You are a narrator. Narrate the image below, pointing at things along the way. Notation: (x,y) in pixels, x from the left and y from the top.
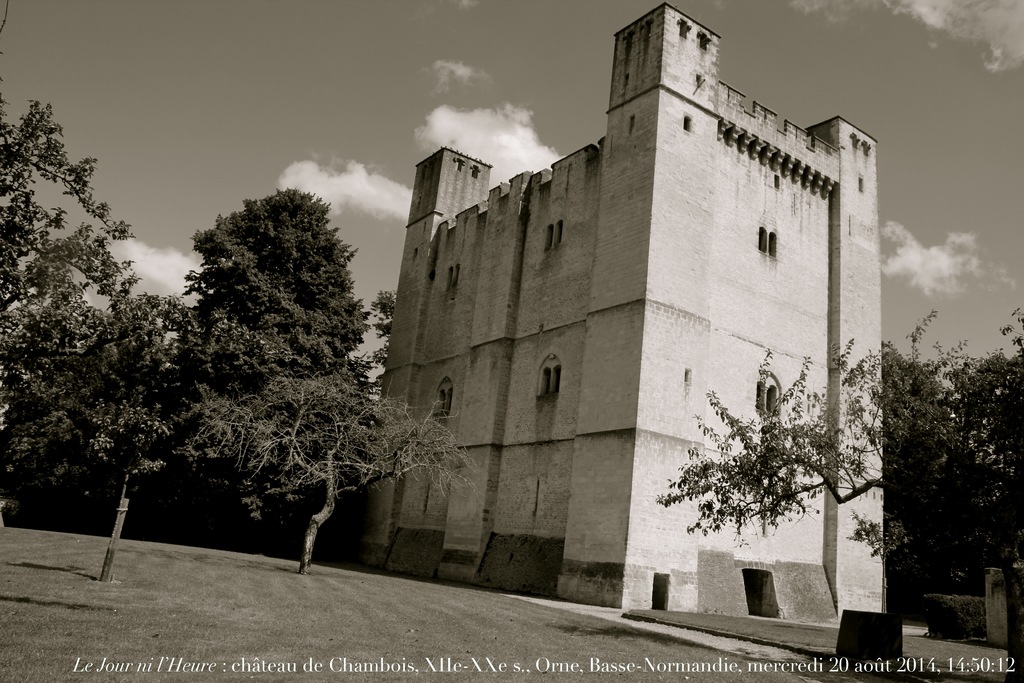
This is a black and white image, in this image in the center (466,277) there is a building (592,260). On the right side (806,460) and left side (196,337) there are some trees (225,341), at the bottom (284,641) there is grass (383,633) and at the bottom of the image (397,663) there is text (1008,667). At the top (741,2) there is sky (928,118).
